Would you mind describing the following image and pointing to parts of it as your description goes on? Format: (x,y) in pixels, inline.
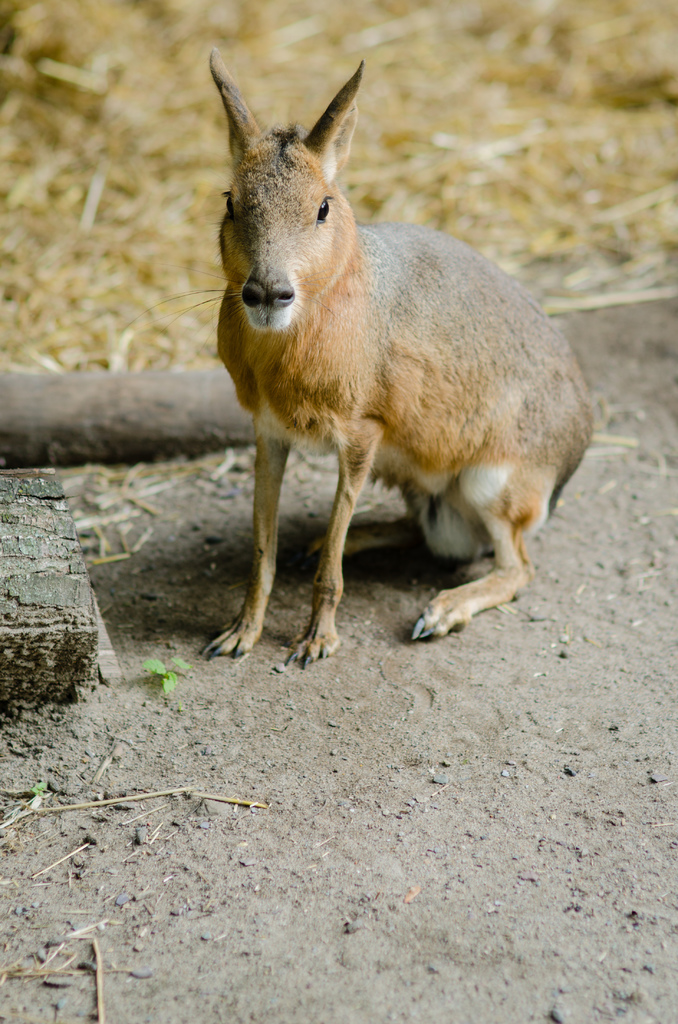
In this image there is a mara (315,551) as we can see there is a ground (268,812) in the bottom of this image (379,866).
